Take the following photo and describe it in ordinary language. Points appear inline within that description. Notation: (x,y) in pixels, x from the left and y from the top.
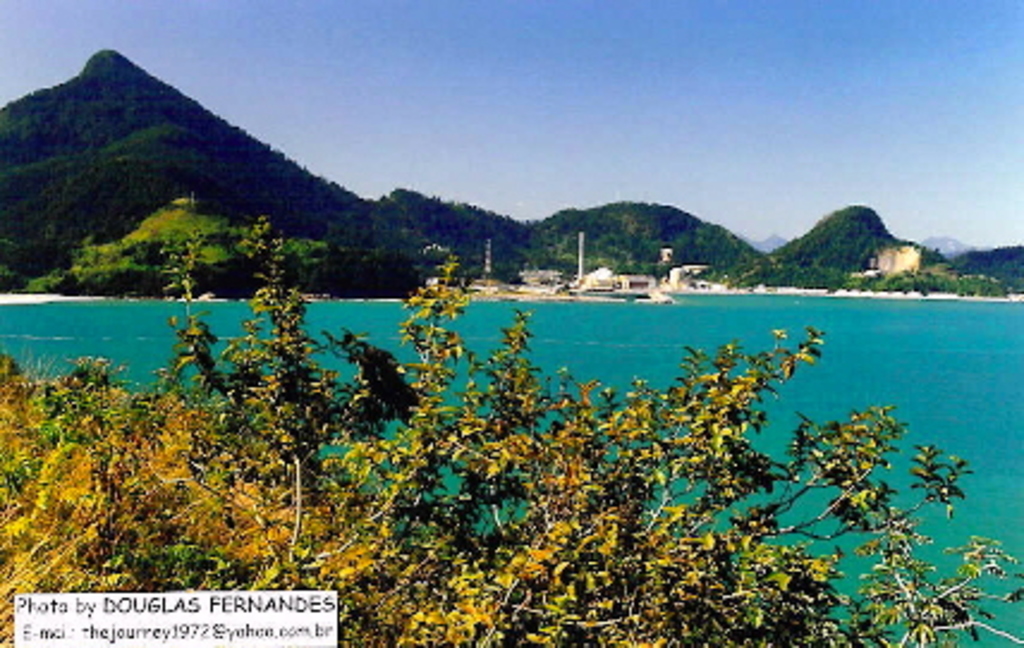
In this image in front (148,472) there are trees (402,582). In the center of the image (603,357) there is water (792,340). In the background of the image (710,285) there buildings (670,281), trees (426,263), mountains (443,241) and sky (682,87). There is some text (240,635) on the left side of the image (246,591).
